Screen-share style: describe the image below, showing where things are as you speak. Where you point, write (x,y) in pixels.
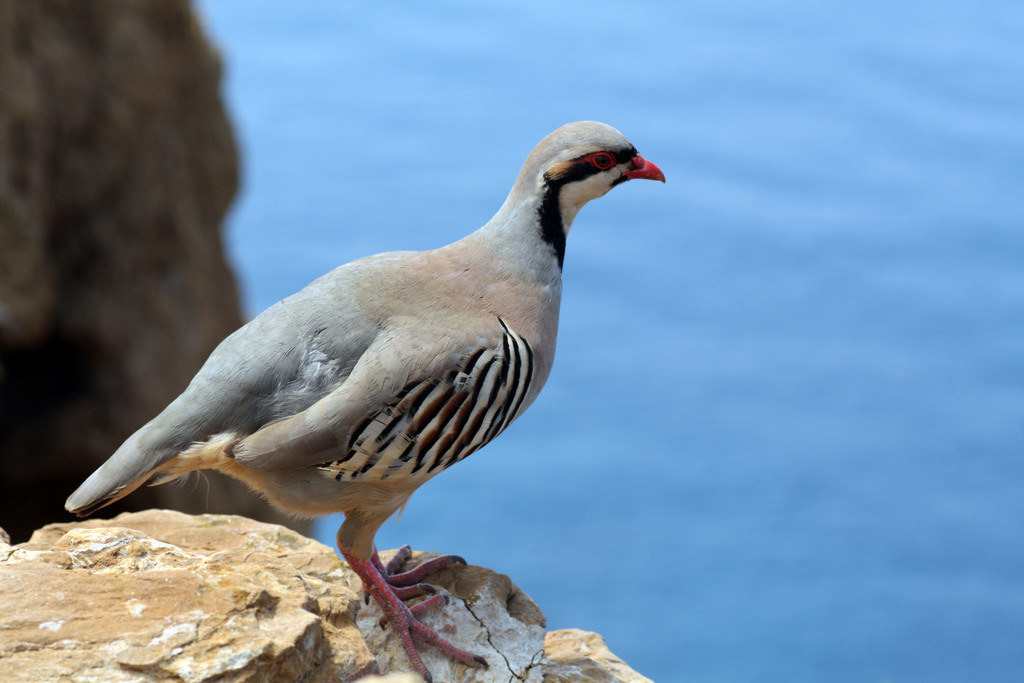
In the image there is bird (241,453) standing on a rock (124,534) and the background of the bird (151,433) is blue.
